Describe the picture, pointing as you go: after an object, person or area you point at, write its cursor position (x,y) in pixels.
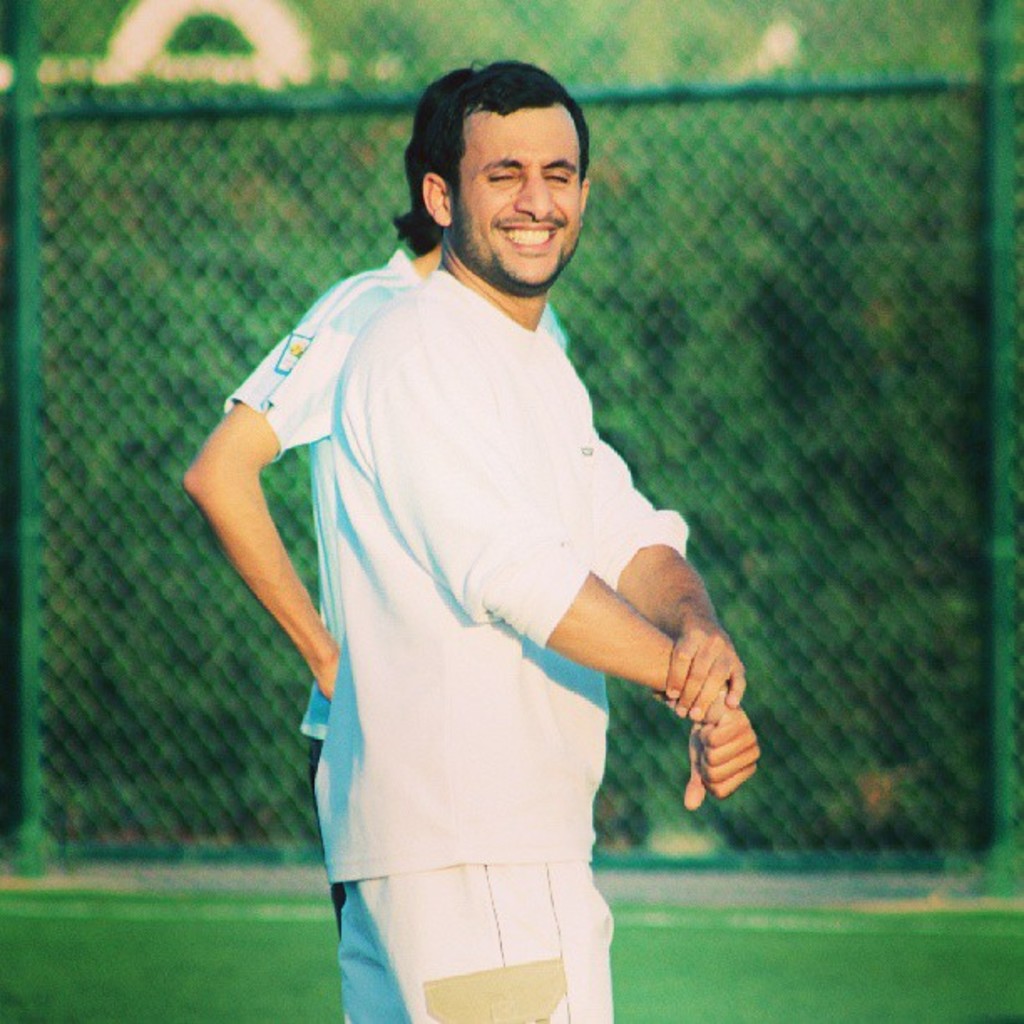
In the picture we can see two men (520,852) are standing one behind the other, one man (541,855) is smiling and behind them we can see the fencing wall (691,468) and near it we can see a part of the grass surface (179,920).
